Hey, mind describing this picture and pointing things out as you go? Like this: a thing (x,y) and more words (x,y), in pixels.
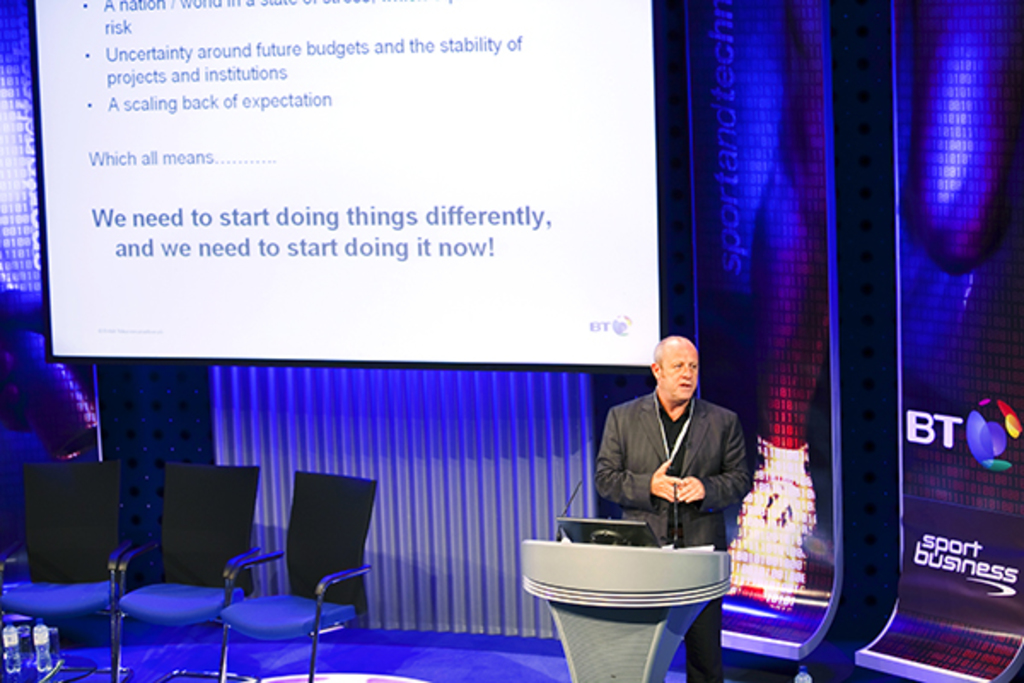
This picture describe about the man (660,504) wearing black coat (689,521) is standing at the speech desk (614,553) and delivering the speech having a laptop (627,543) on the table (588,563). Beside we can see the black chair (293,565) and in front a table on which water bottles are kept. Behind we can see the projector screen (455,256) and banner (924,190) on which BT sports business is written.
